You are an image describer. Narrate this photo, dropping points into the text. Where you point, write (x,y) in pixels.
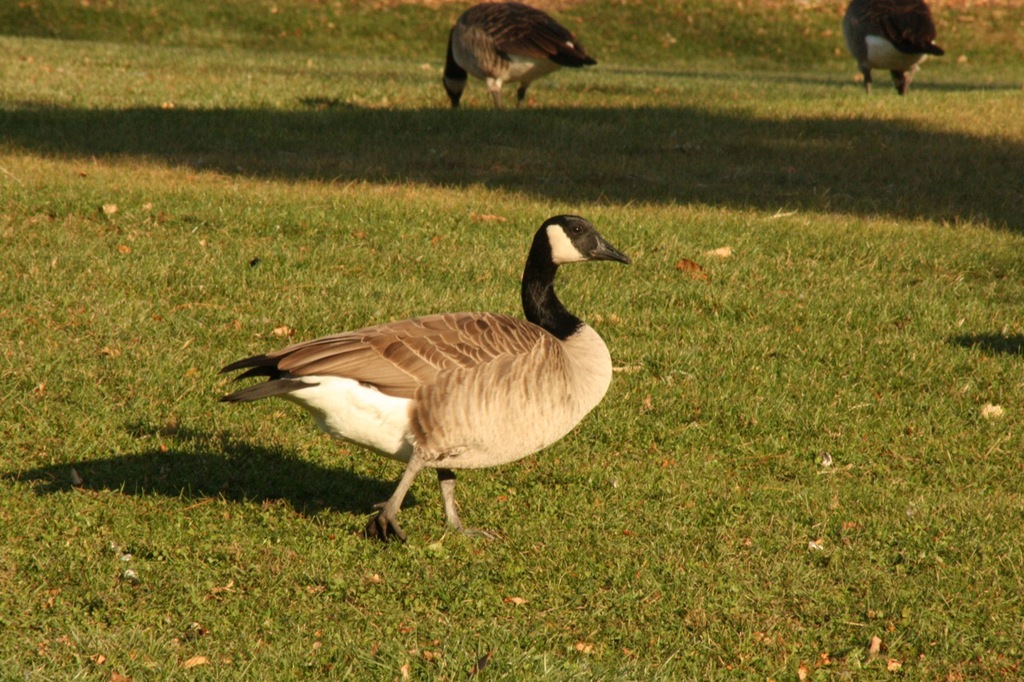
In the foreground of the picture (275,470) there are dry leaves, grass (668,433) and a goose (527,301). In the background (598,49) there are geese (502,59) and grass (445,45).
